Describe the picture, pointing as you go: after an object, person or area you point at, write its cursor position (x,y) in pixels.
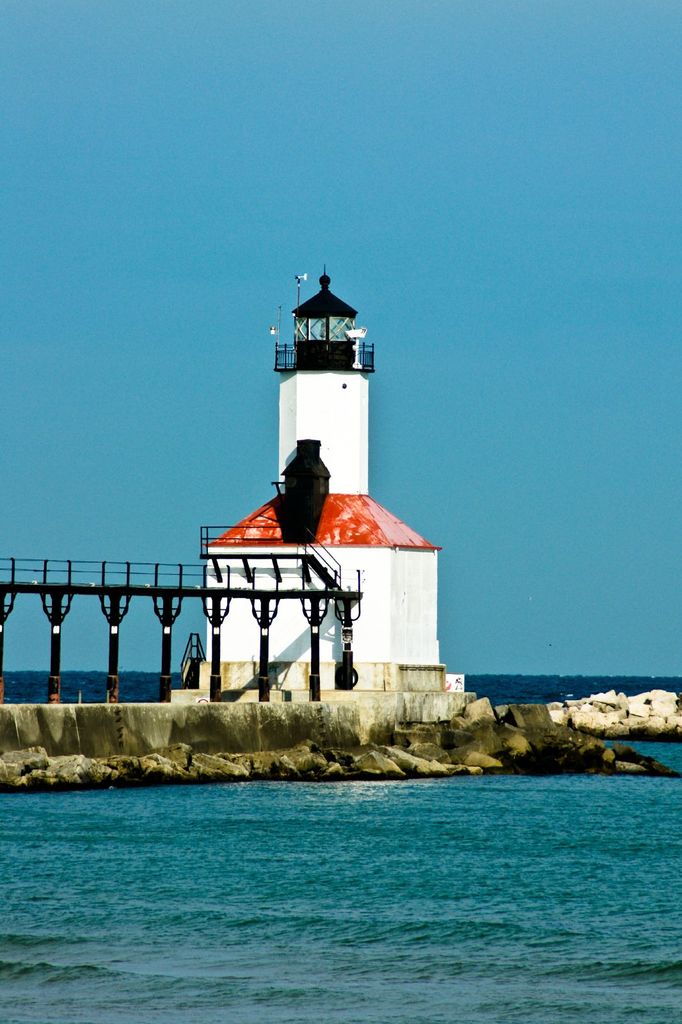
In this image, we can see water (264,834), we can see a bridge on the water (564,853), we can see some black pillars (314,646), there is a white tower (383,619) and at the top (462,227) there is a blue sky (335,148).
